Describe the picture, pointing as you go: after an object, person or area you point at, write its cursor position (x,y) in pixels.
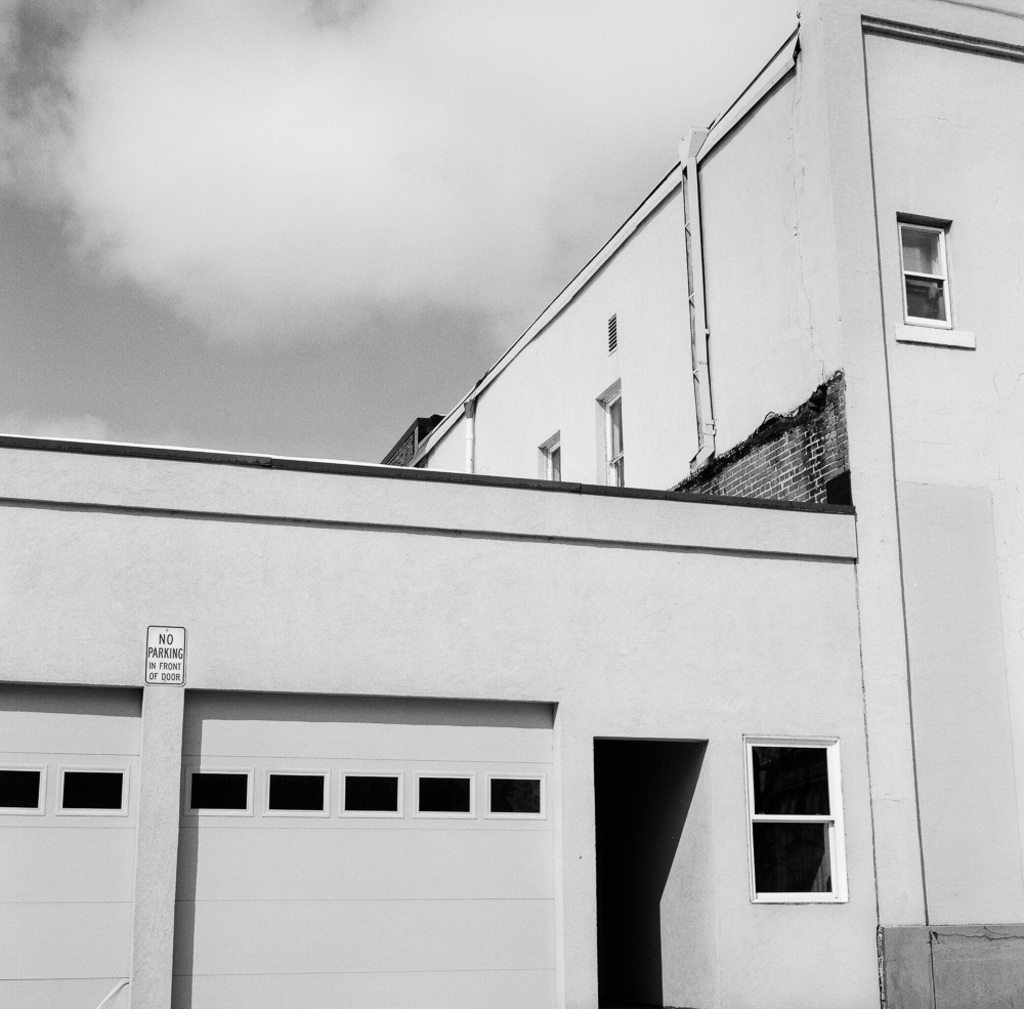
This is a black and white image. In this image we can see a building (333,602) with windows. On the backside (124,410) we can see the sky (134,425) which looks cloudy.
